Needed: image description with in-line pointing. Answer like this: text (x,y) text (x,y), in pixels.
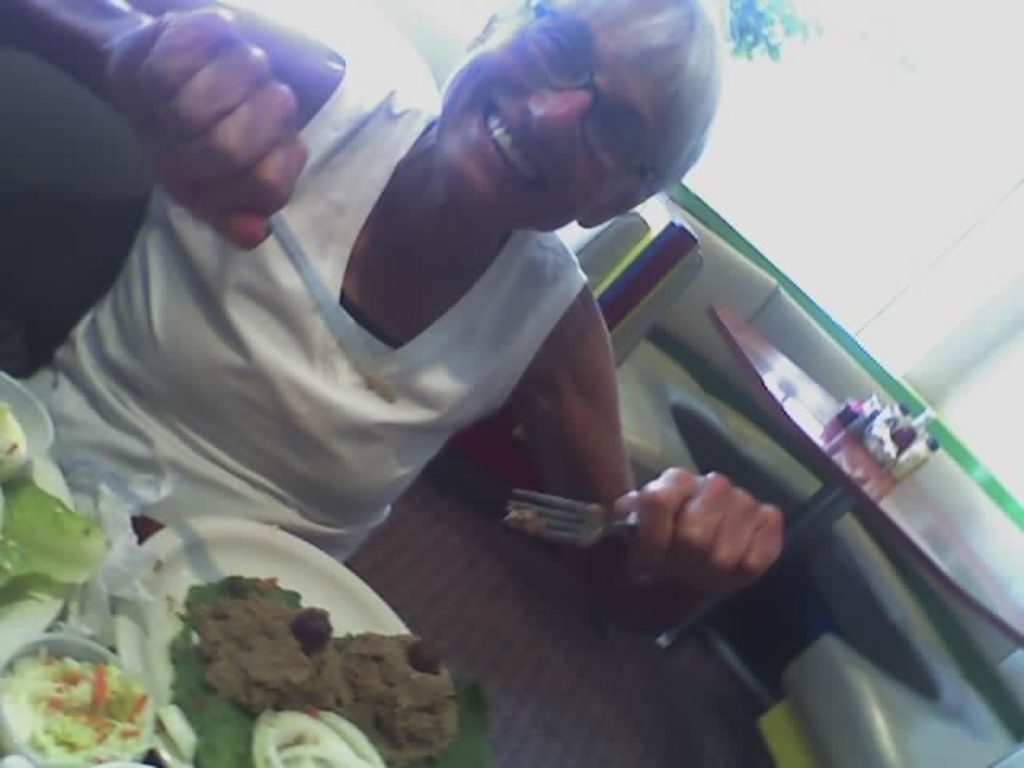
A person (223,344) sitting and holding a fork (588,524) in her left hand (672,524) these are the food items (268,638) on this table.
